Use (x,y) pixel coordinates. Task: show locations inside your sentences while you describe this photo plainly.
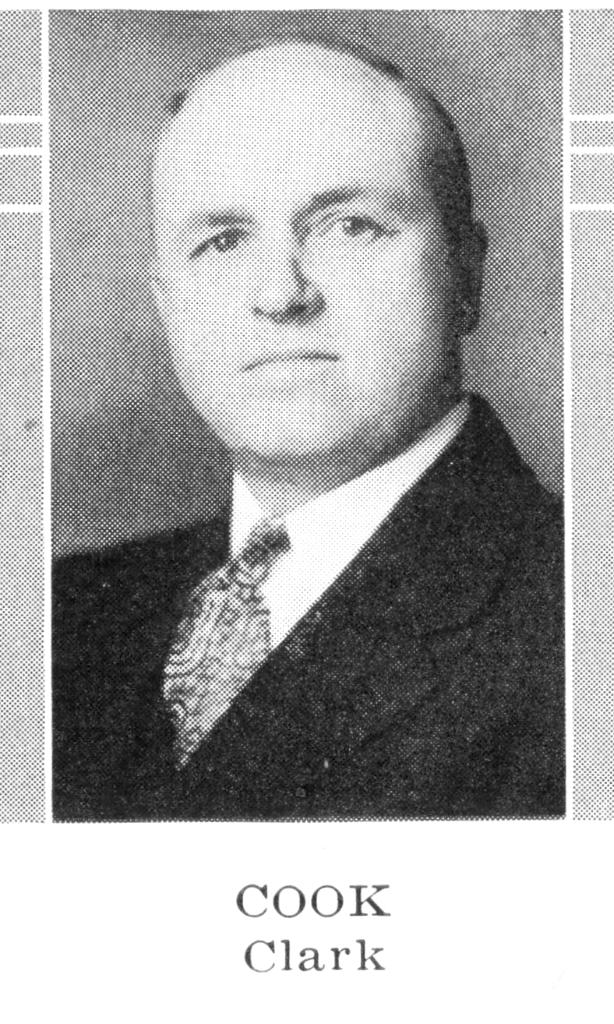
In the image we can see a picture of a man (351,525) wearing a blazer (391,718), shirt (334,535) and tie (219,608). Here we can see the text (254,952).
